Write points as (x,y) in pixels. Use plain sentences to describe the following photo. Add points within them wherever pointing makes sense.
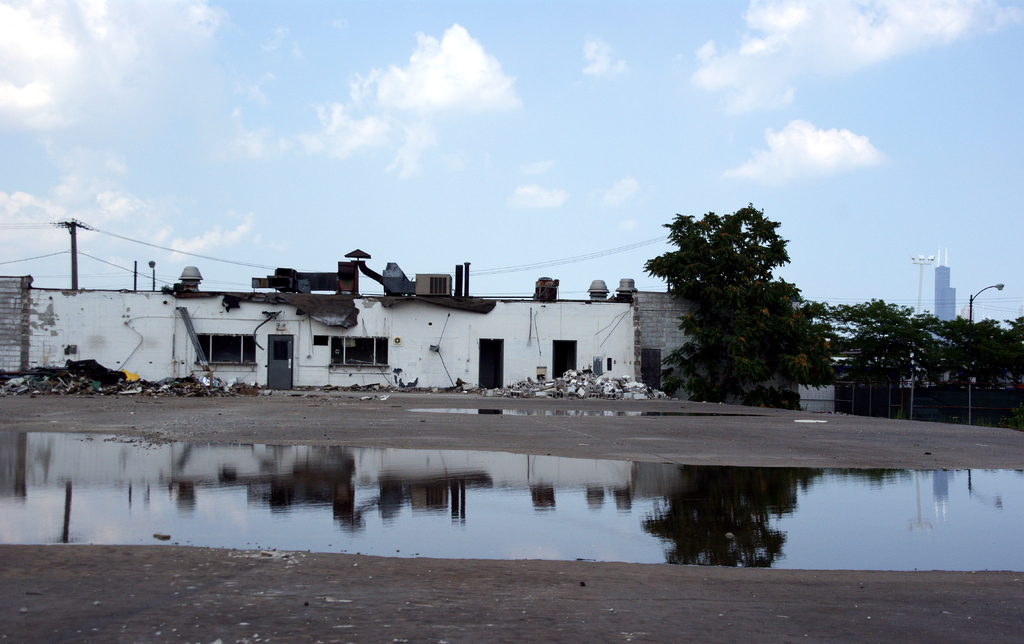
In this image we can see some houses (424,373) with roof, windows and the doors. We can also see some scrap (105,387) beside the house (412,377), a utility pole (80,226) with wires (118,267), a fence (821,401) and a group of trees (824,357). On the bottom of the image (775,537) we can see some water (496,534) on the ground (496,592). On the backside (915,212) we can see some lights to a pole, a building (937,309) and the sky (753,147) which looks cloudy.
